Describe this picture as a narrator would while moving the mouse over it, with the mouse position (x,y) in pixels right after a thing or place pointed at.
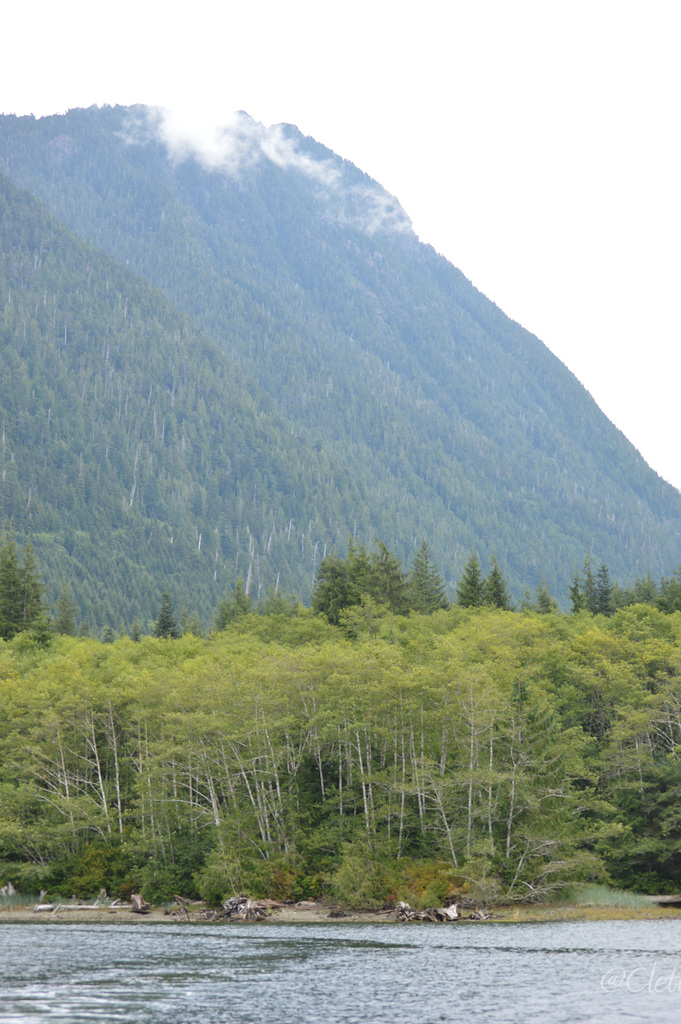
In this image I can see the water (363,1009), background (511,757) I can see trees (476,421) in green color and the sky (478,188) is in white color.
